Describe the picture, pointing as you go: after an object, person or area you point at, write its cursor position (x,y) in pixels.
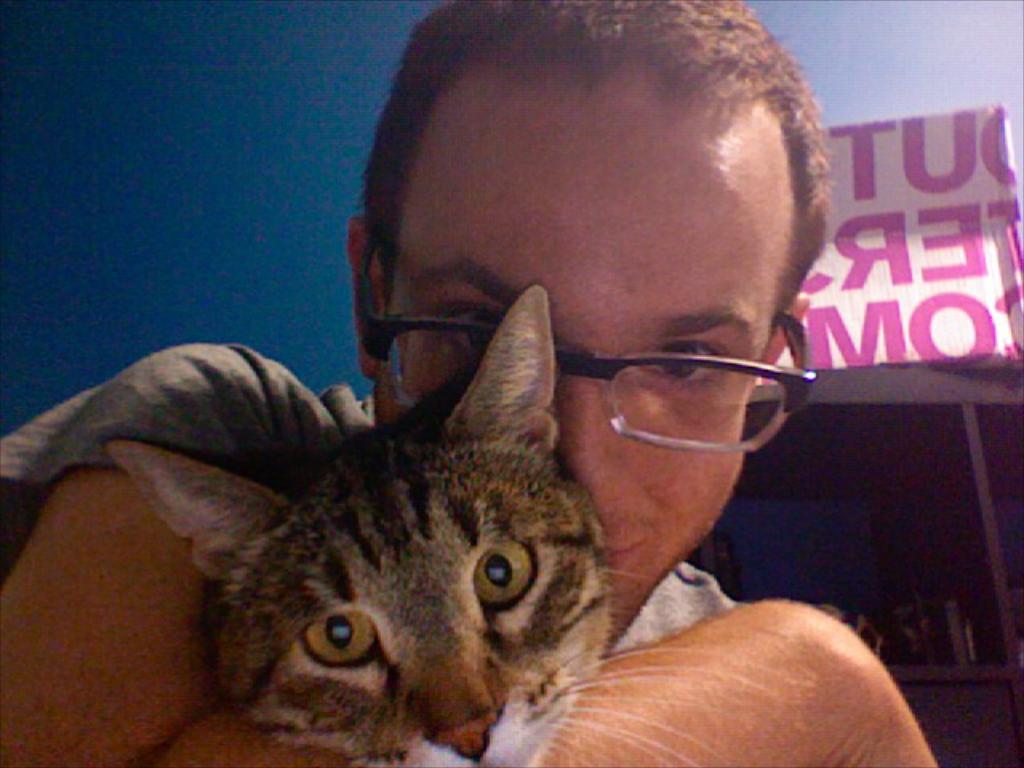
In this image I can see a man (811,169) and a cat (282,640). I can also see he is wearing a specs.
